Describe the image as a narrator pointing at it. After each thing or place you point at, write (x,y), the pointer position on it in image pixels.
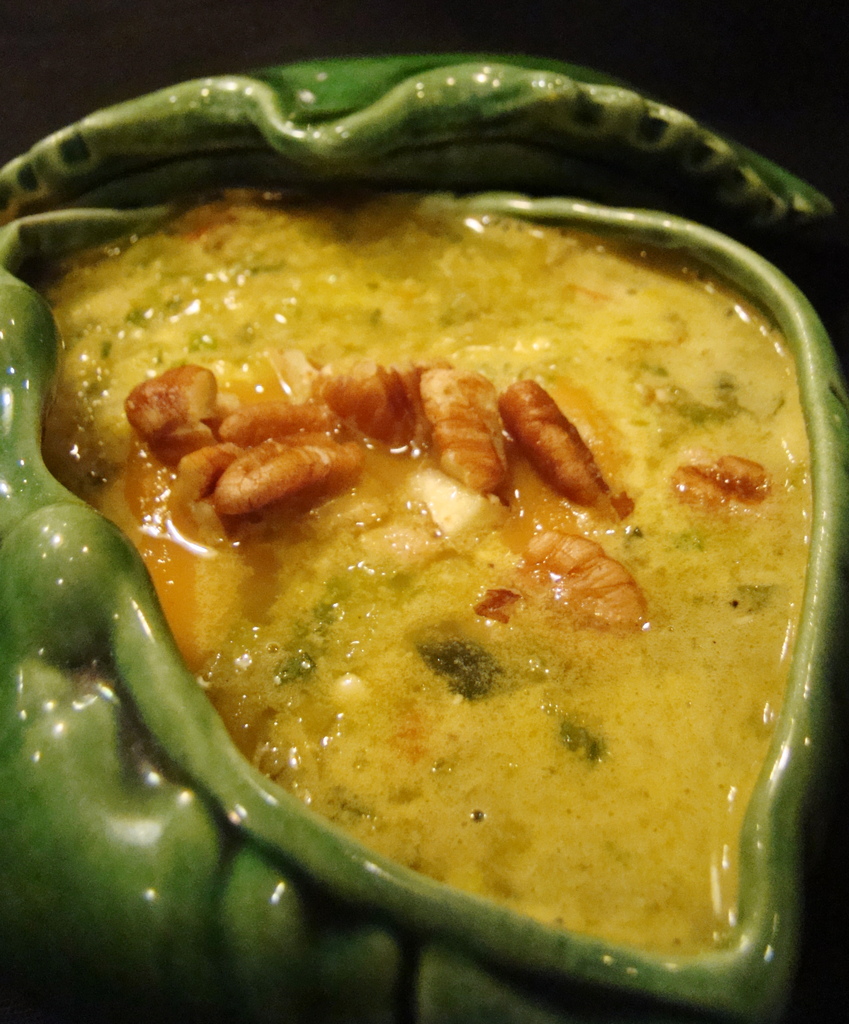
In the image there is some cooked food item (375,589) served in a bowl (58,926).
